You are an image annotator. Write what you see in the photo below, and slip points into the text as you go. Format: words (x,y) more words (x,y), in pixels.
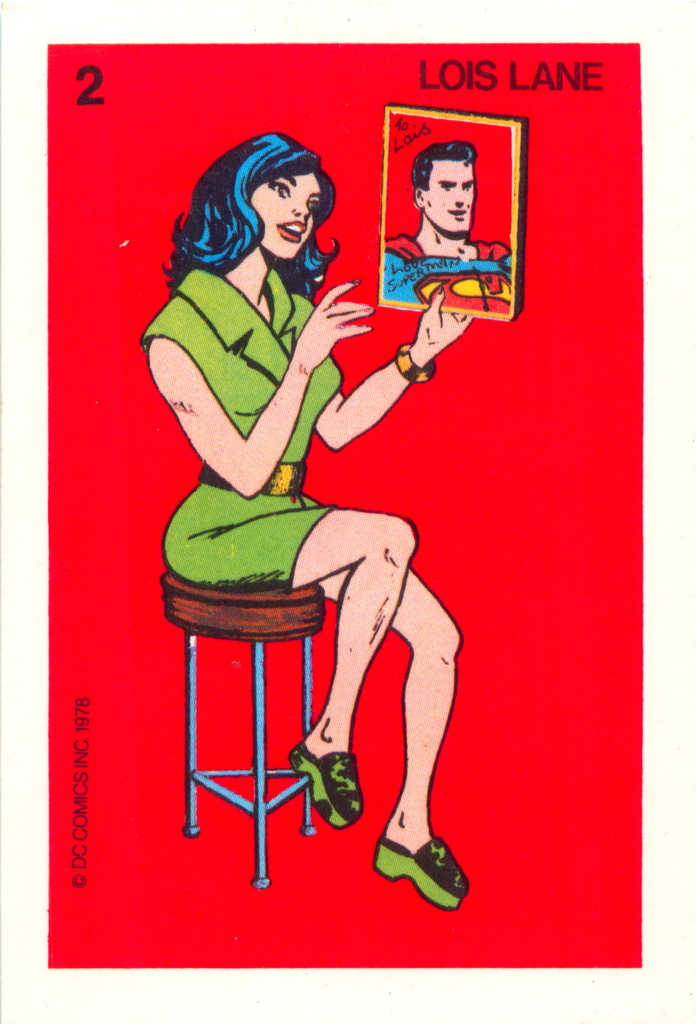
In this image there is a painting (379,444), there is a woman (292,510) sitting on the stool (276,636), she is holding an object (403,230), there is a man (465,247), there is text (455,74), there are numbers (92,94), the background of the image (123,69) is red in color.
